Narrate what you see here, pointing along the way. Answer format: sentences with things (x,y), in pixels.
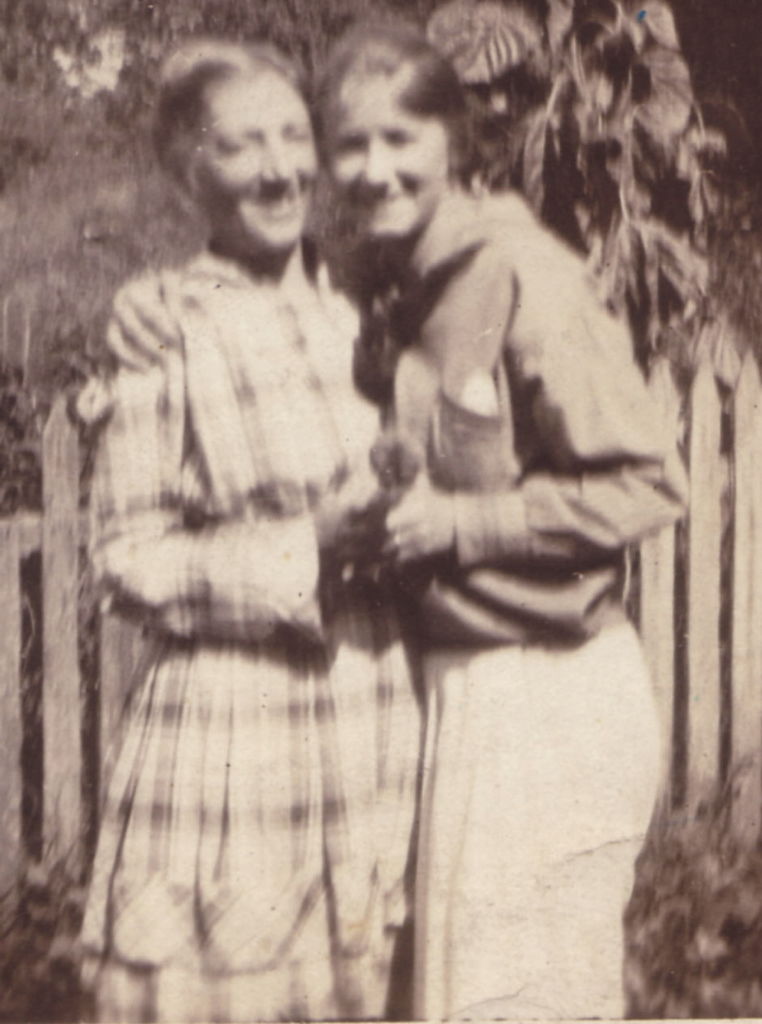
This is a black and white image where we can see two women (311,440) standing in the middle of this image (401,511), and there is a fence (694,454) and trees (123,83) in the background (635,160).
